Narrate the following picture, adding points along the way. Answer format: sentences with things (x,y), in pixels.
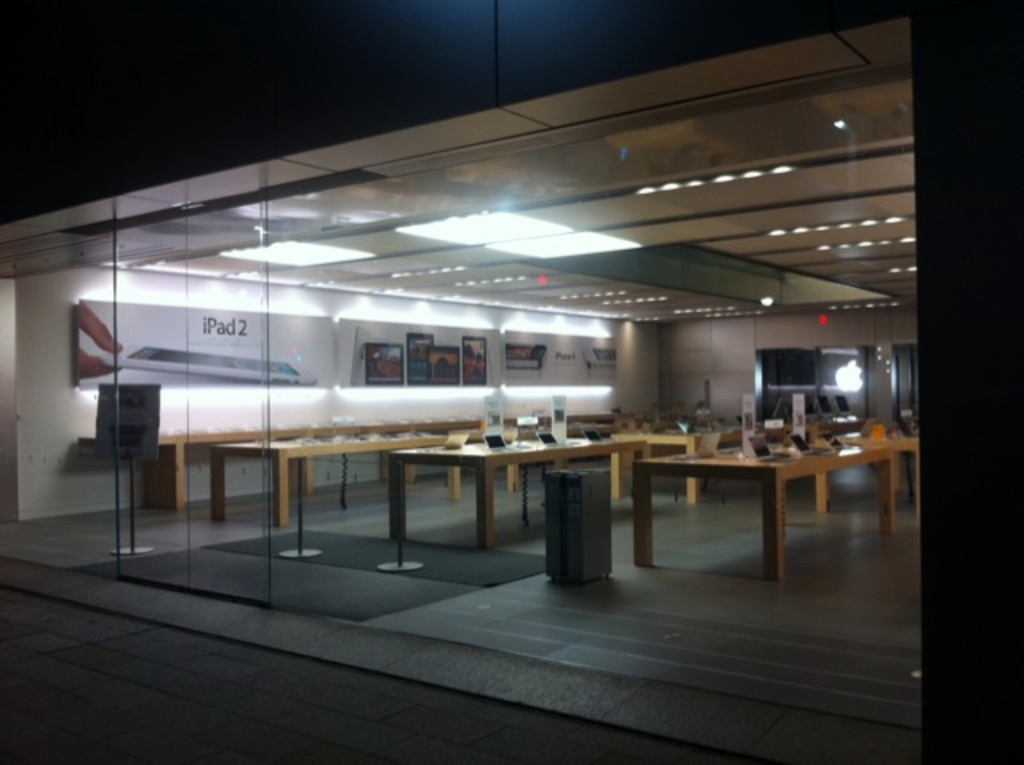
In this picture we can see a store (470,541). There is a glass (198,510). Through this glass (230,494), we can see a few laptops (457,437) and other objects (880,435) on the tables (616,497). There are a few posters (372,331) of phones (148,370) on a white surface (598,337). We can see a few objects (855,353) in the background (867,346). We can see some lights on top (843,246).
